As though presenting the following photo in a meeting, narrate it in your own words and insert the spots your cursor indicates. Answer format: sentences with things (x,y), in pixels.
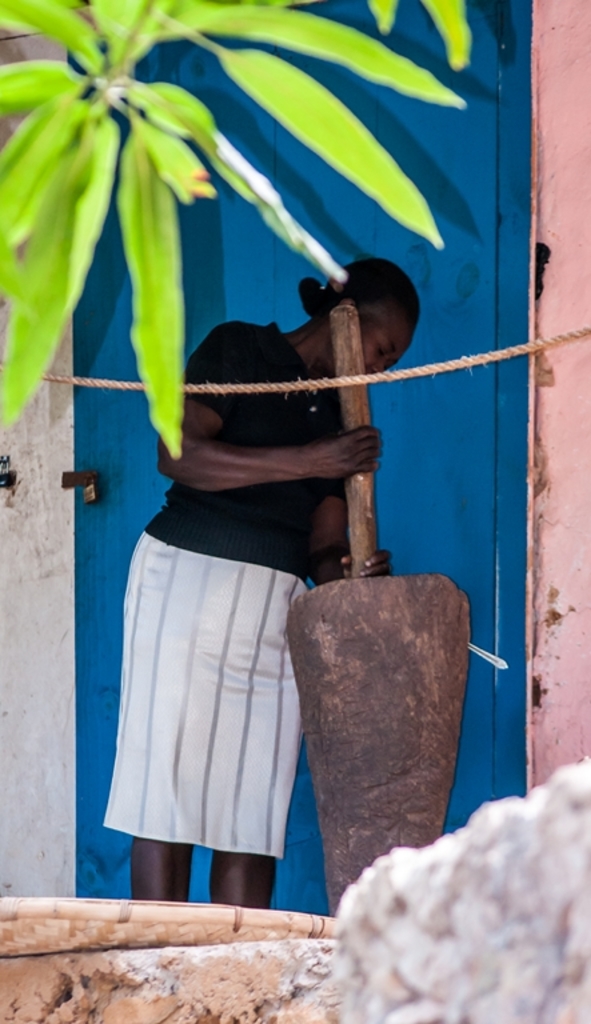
In this image there is one women (245,583) is standing in middle of this image (266,608) is holding an object (353,666) and there is a blue color door (76,466) in the background (114,441). There are some leaves (146,166) on the top left side of this image (177,8).
